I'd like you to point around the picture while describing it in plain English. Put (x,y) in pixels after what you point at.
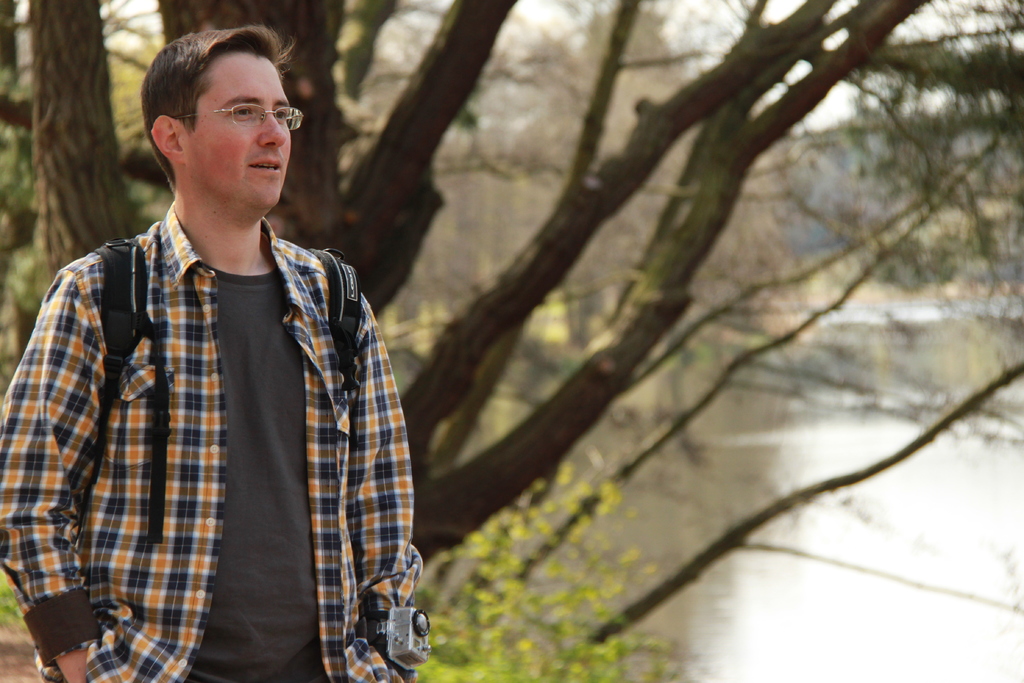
In this picture we can see a man (141,414) with the spectacles (285,123). Behind the man (172,392) there are trees (526,142), water (733,460) and the sky (794,73).
